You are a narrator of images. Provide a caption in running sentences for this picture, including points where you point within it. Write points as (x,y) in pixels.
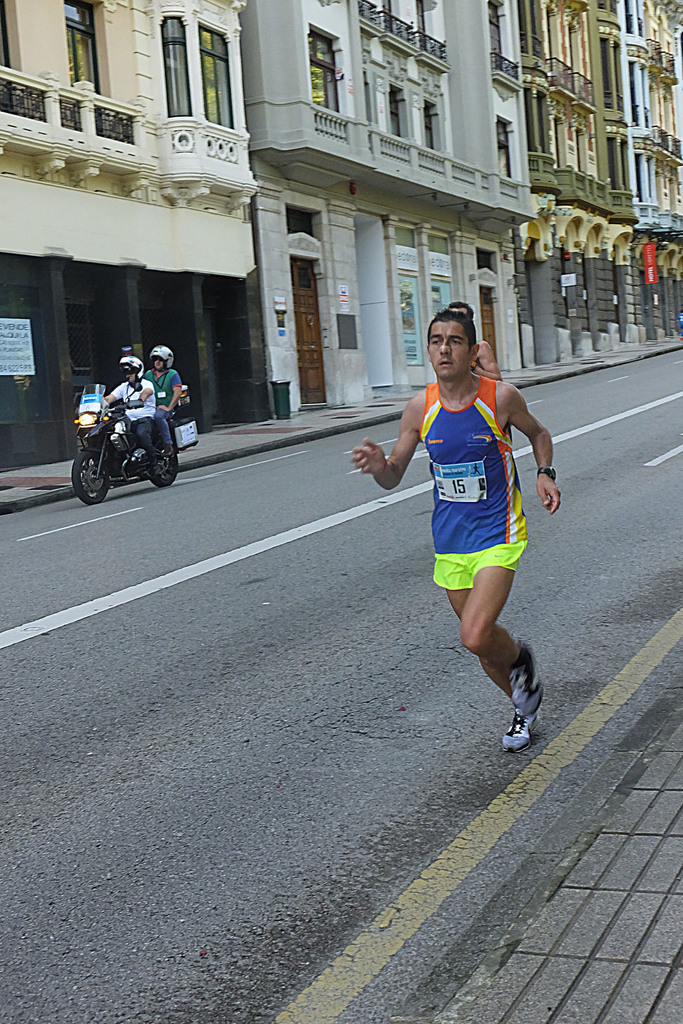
In this picture we can see person (138,382) riding bike (118,407) on road (287,497) and two men (462,322) are running on same road (222,619) and aside to this we have building (291,95) with windows (311,84), doors (295,277), banner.
